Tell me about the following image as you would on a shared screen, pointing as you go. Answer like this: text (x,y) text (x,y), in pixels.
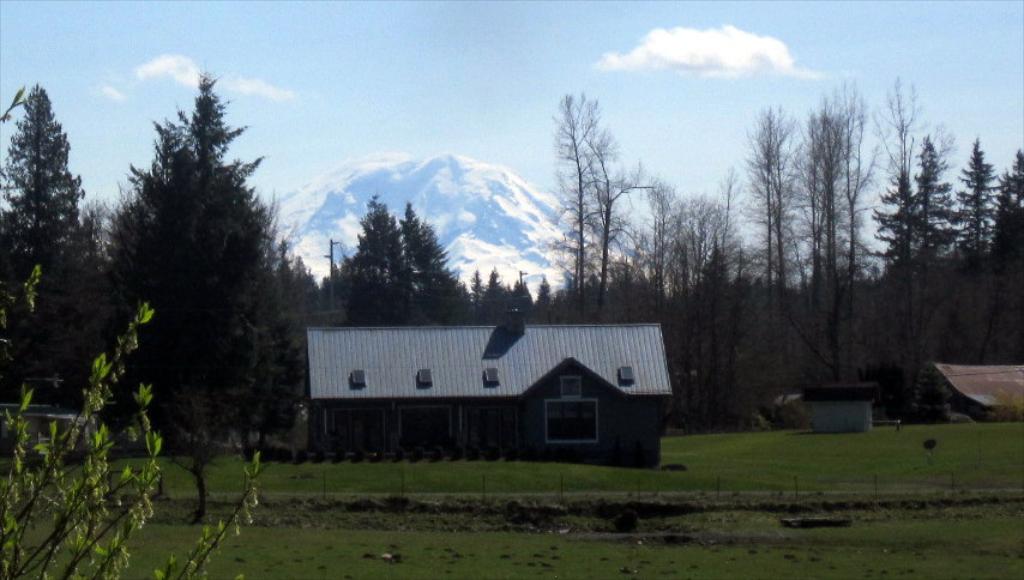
At the bottom (278,542) we can see grass (268,551) and trees (179,301) on the ground (308,552) and we can also see poles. On the left side (32,448) there is a plant (93,402). In the background (532,402) there are houses (462,442), roofs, windows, poles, snow mountain (494,242) and clouds (241,97) in the sky (186,92).
